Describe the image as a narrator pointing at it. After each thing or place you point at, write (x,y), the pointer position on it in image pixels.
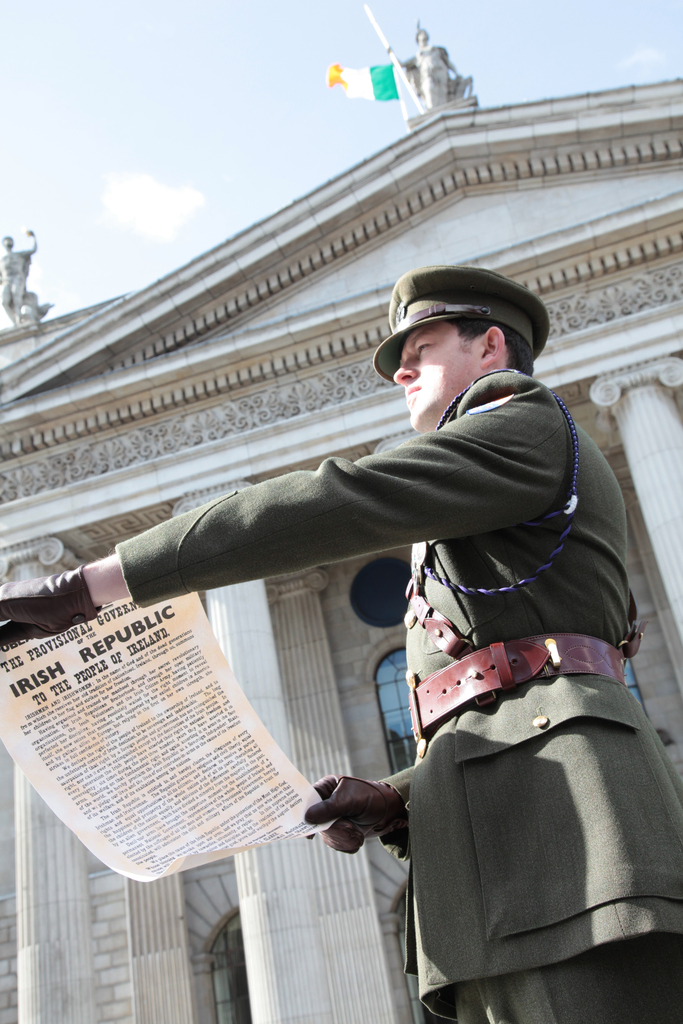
In this picture we can see a man (482,694) standing and holding a paper (284,794), he wore a cap (519,308), in the background (593,326) there is a building (617,337), we can see a flag (374,86) here, there is the sky (145,126) at the top of the picture (131,124).
